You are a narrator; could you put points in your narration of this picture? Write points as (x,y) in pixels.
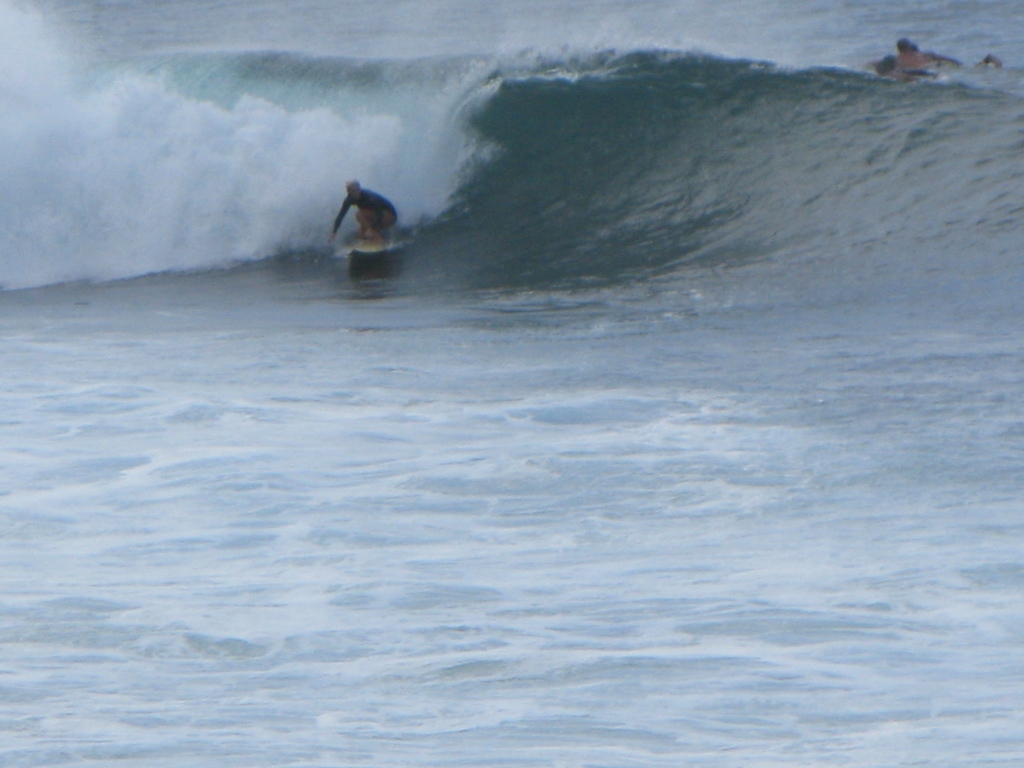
In the foreground of this image (372,252), there is a man (383,203) surfing on the water (452,177). In the background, there is a person (948,63) on the water (944,89).
